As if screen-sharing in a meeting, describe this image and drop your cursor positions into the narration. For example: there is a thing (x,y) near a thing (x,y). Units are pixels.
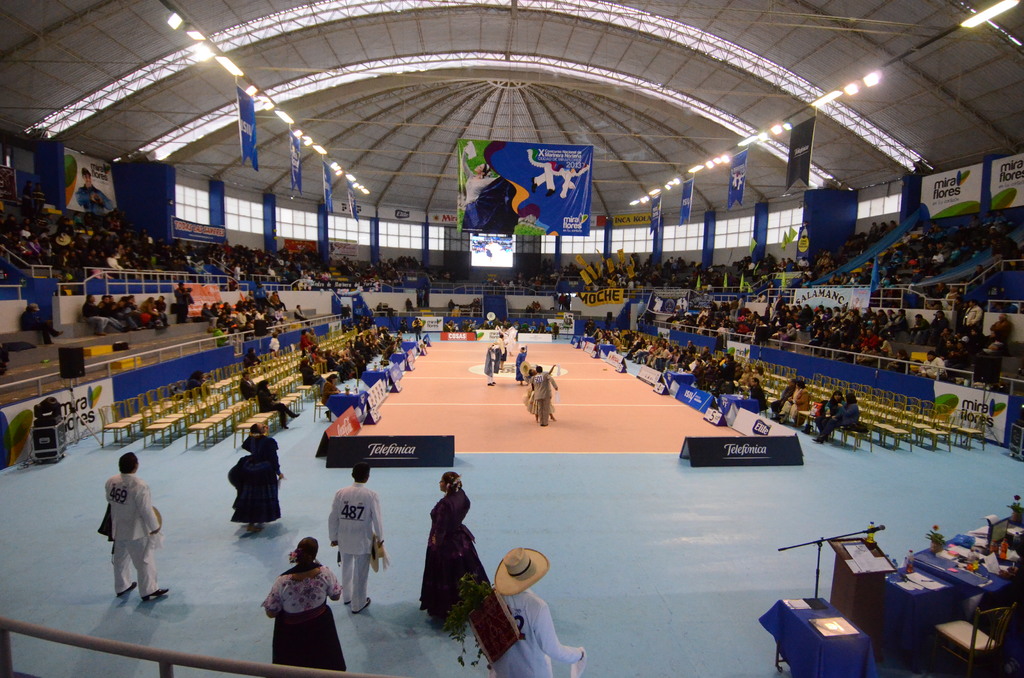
In this image we can see people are sitting on the chairs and there are few people (488,364) standing on the floor (693,546). Here we can see hoardings (352,430), banners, lights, roof (964,153), chairs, tables (909,607), clothes (842,663), mike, bottle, flower vases (938,547), and other objects (248,202).
